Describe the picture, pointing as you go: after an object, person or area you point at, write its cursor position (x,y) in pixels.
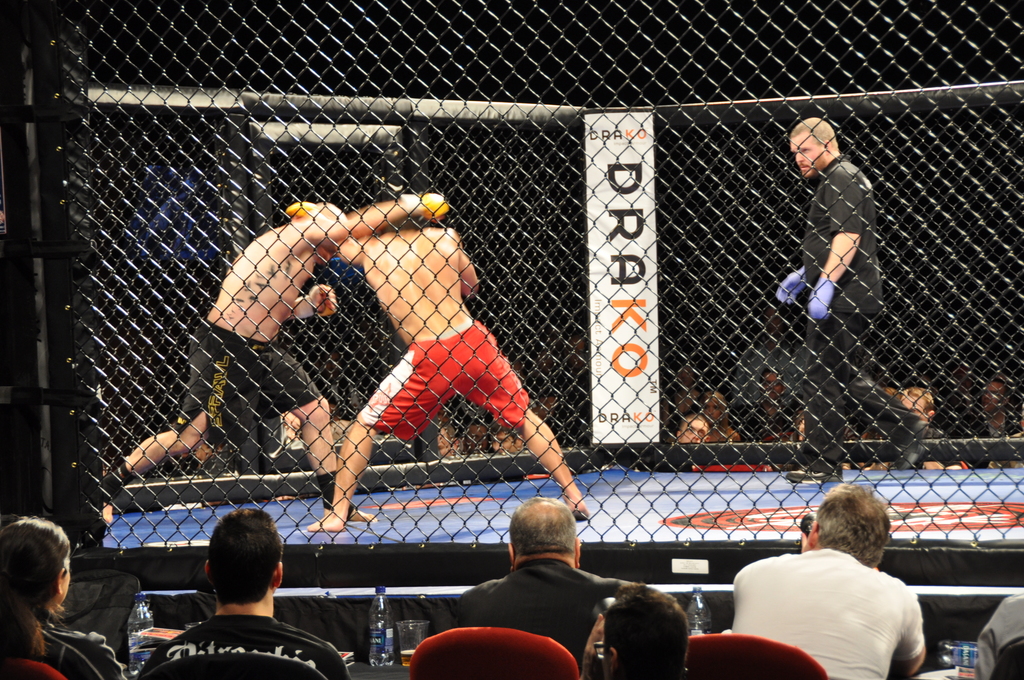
In this picture we can see there are three people (262,288) standing on the stage (610,488) and in front of the people (369,285) there is a fence (348,431) and a group of people (610,616) sitting on chairs (756,653) and in front of the people (769,621) there are bottles (379,623) and glasses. Behind the people (246,285) there is a dark background (1003,152).
